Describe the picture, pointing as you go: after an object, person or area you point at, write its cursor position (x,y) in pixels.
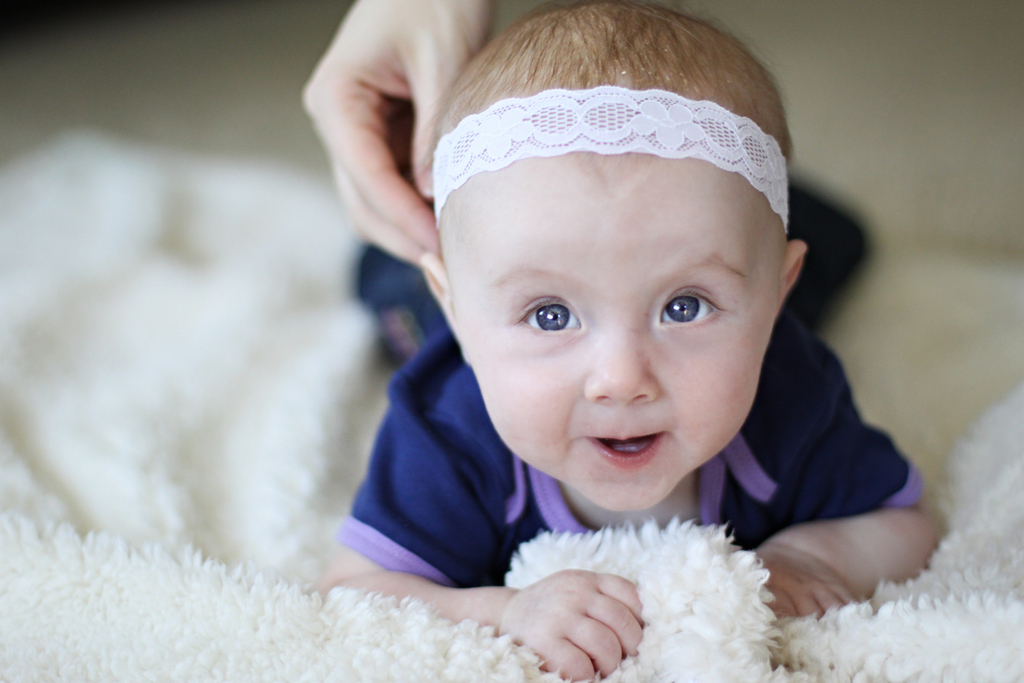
In this picture there is a baby (486,292) lying on cloth (187,420) and we can see a person hand (432,162). In the background of the image (832,161) it is blurry.
